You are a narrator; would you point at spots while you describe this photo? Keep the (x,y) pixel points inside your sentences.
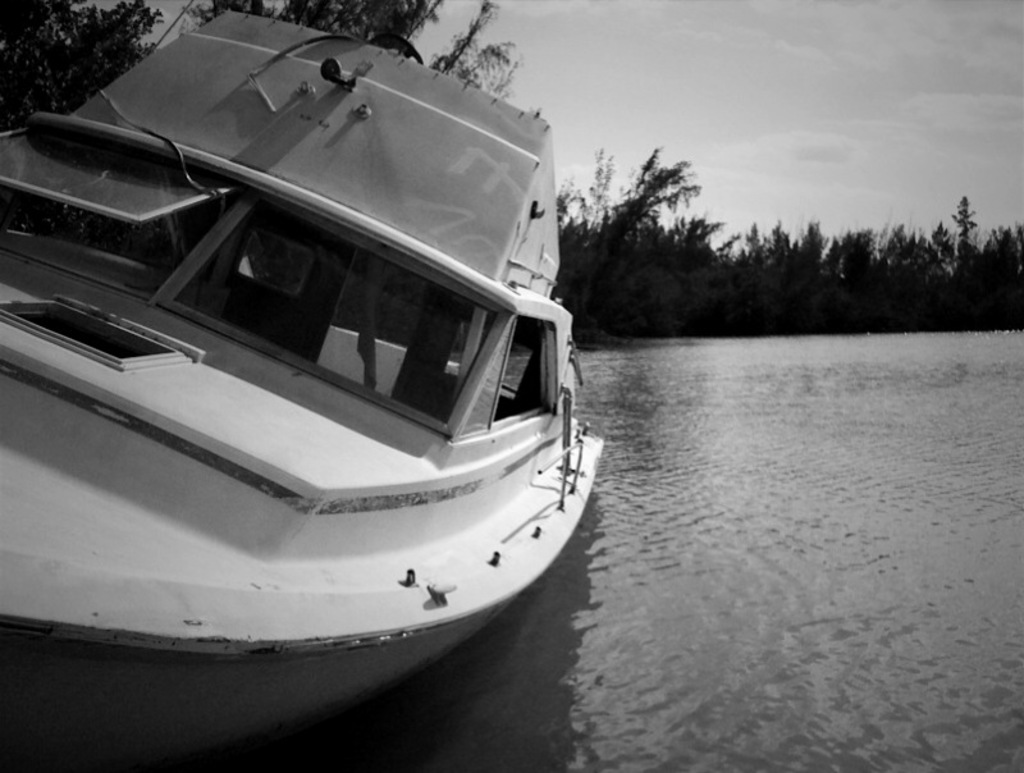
In this image on the left side (208,400) I can see a boat (278,531) on the water (621,619). In the background (733,316), I can see the trees (914,279) and clouds (801,156) in the sky (791,117). I can also see the image is in black and white color.
